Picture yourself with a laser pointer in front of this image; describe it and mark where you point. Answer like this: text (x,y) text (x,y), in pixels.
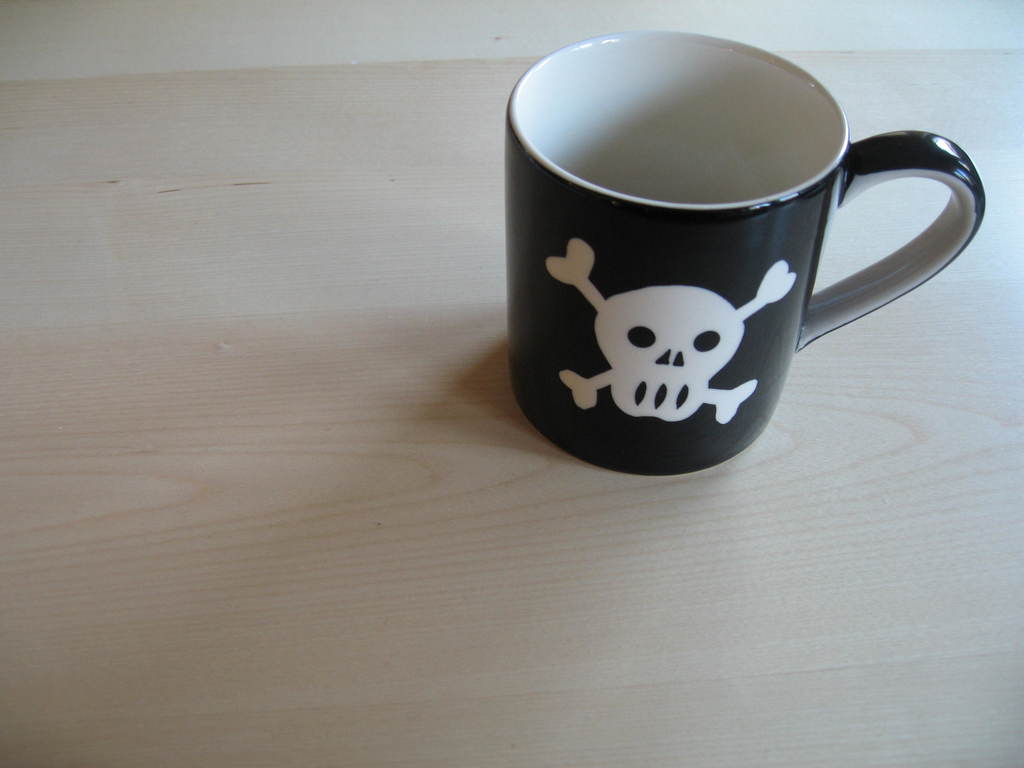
In this picture we can see a cup (667,345) and we can see a painting (647,341) on the cup (661,340).
